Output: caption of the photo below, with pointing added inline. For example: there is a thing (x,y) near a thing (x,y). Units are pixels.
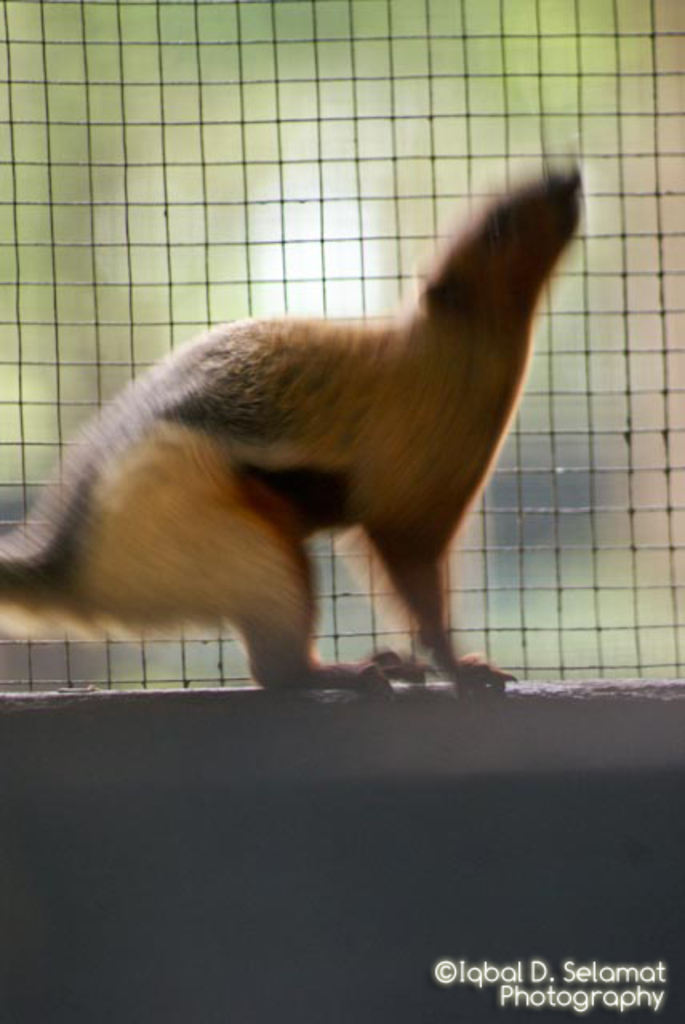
This picture is slightly blurred, where we can see an animal (295,639) is standing here. In the background (16,284), I can see the fence/grill (96,204). Here I can see watermark (505,987) at the bottom right side of the image (522,990).
